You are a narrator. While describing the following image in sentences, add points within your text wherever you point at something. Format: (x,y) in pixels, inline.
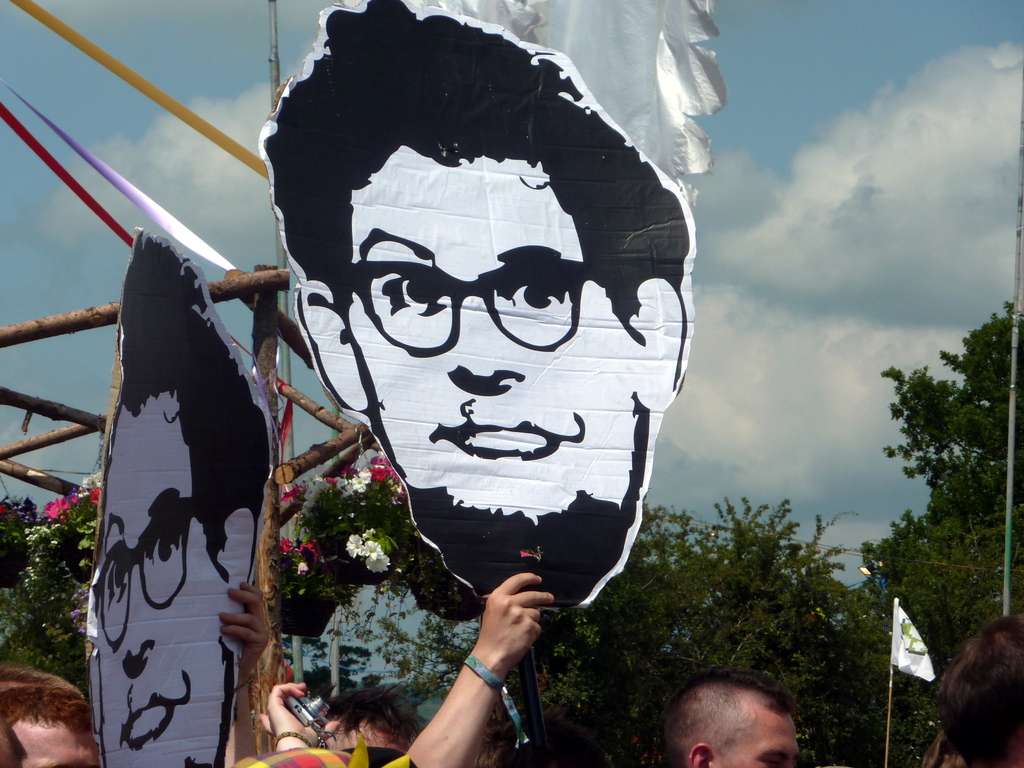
In the foreground of the picture (217,712) there are people (1009,728) holding placards (226,439). On the left (34,441) there are wooden sticks (267,277), ribbons (93,195), pole (271,79) and flags (648,44). In the background (310,583) there are trees (711,583) and flowers (292,494). Sky (97,7) is sunny.
